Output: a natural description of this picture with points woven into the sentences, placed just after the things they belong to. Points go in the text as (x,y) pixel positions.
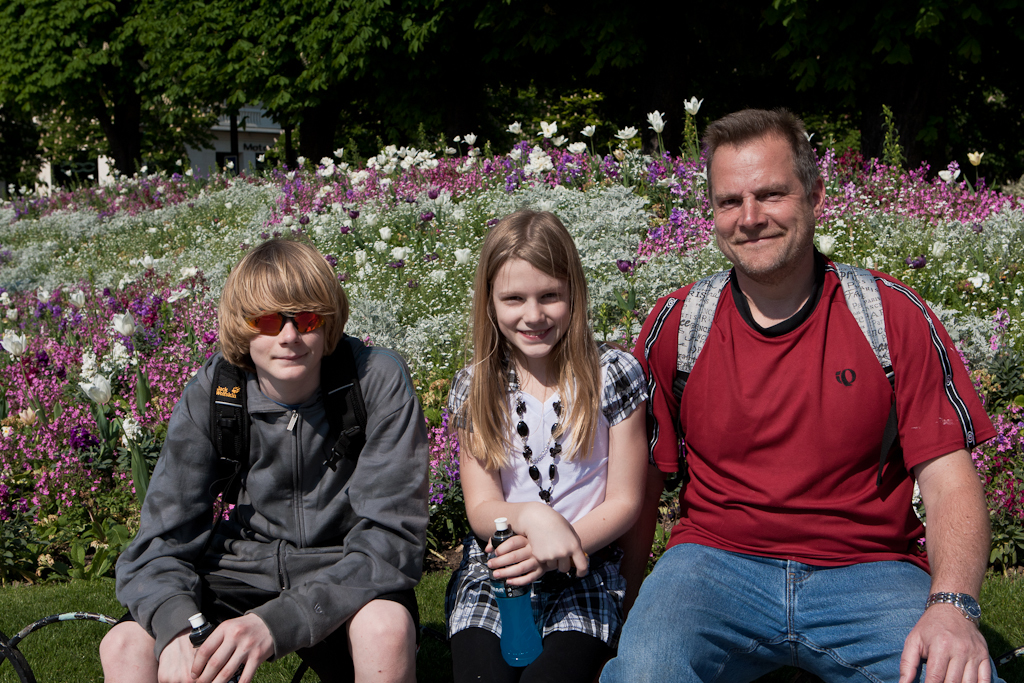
As we can see in the image in the front (552,311) there are three people (922,439) sitting. The man (755,409) on the right side (755,409) is wearing red color t shirt (780,519) and bag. The boy (278,476) on the left side (240,356) is wearing gray color jacket (290,447) and wearing black color bag (244,400). There are flowers (20,191), plants (119,260) and trees (518,45).
